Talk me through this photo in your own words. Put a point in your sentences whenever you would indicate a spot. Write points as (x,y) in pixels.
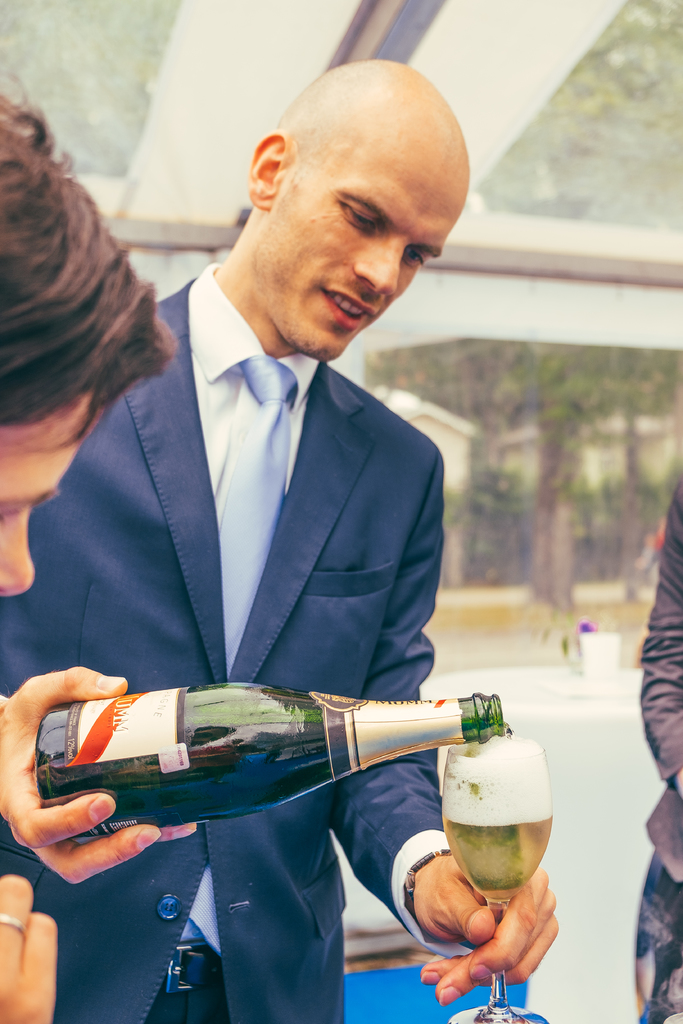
In this image there is a man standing and smiling holding a glass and someone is pouring champagne (444,728) into the glass (507,770) there is another person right side of him and another person (7,955) left side of him.
